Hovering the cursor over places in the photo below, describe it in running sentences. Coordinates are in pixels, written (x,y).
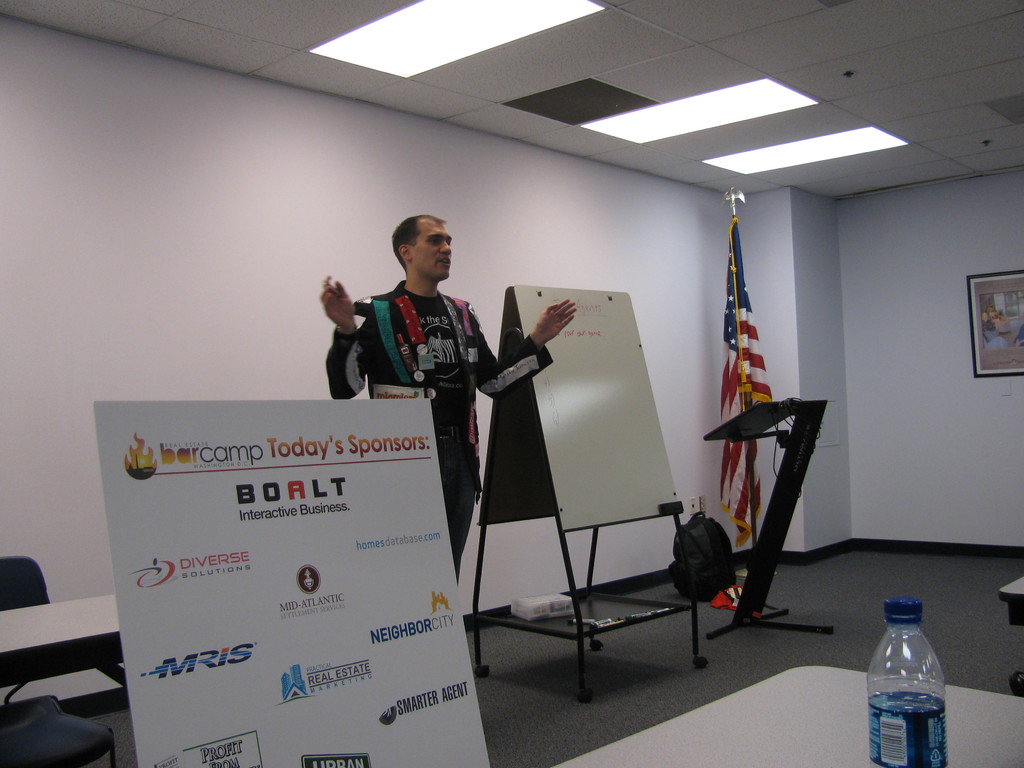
In this image I can see a man (450,486) is standing. Here I can see a board (564,520) and a flag (733,517).
